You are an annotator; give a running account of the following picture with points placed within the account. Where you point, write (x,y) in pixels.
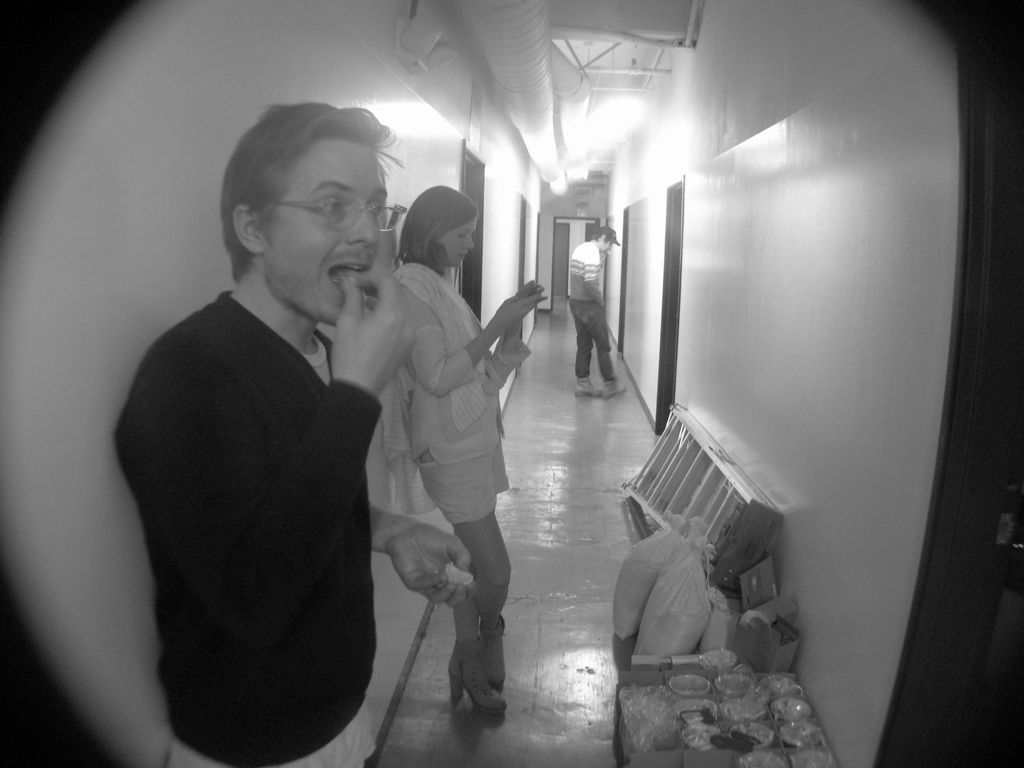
In this image there is a peephole (401,314) of a door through which we can see there are three people (365,444) standing in the corridor (586,441), there is a ladder (700,496) and a few other objects (705,683) on the floor (588,470). At the top of the image (600,68) there is a ceiling (640,105) with lights (594,119) and some pipes (547,63), on the left (77,166) and right side of the image (833,212) there is a wall (769,229) with doors (996,418).
